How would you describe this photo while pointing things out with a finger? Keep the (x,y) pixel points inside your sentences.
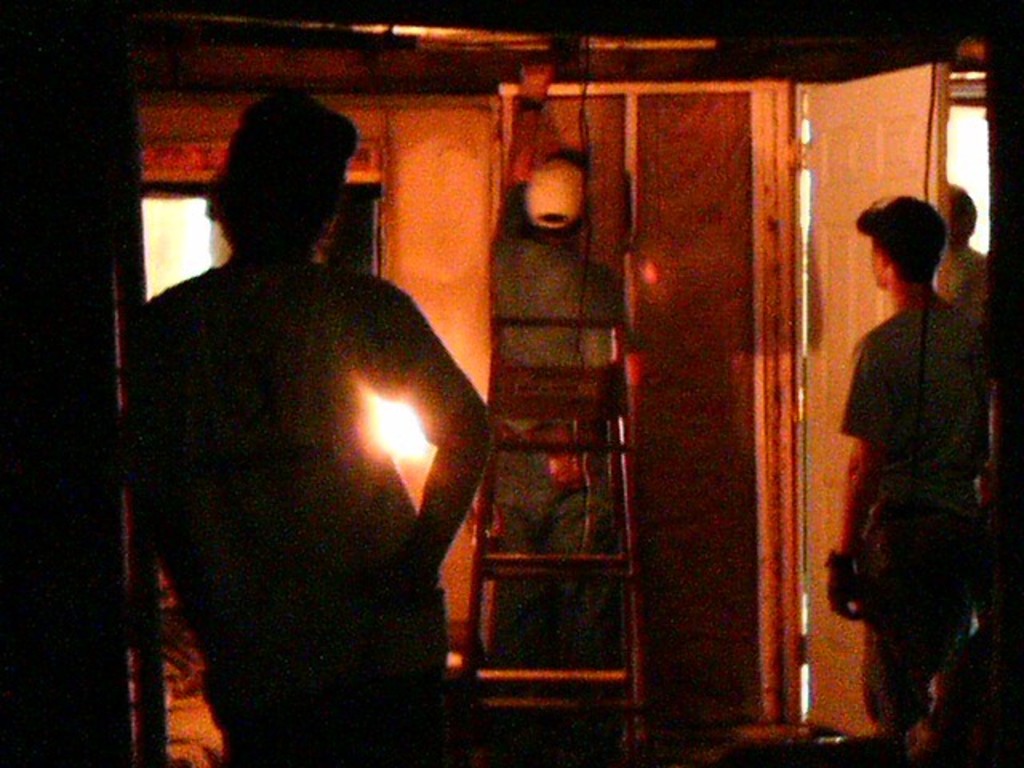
In the foreground (247,326) I can see three persons (381,345) are standing on the floor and a person (577,487) is standing near a ladder (630,490). In the background (443,249) I can see doors (627,219) and a wall (417,169). This image is taken in a room (534,405).
